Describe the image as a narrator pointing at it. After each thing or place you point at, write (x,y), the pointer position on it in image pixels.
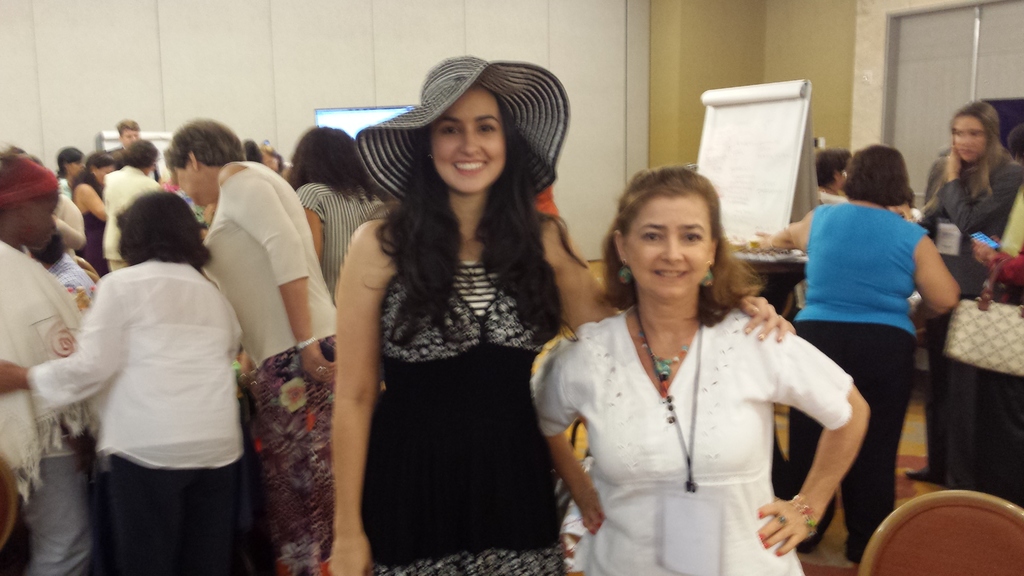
In this image there are two girls (546,404) standing with a smile on their face (644,270), behind them there are a few more people (903,248) standing, in between them there is a banner (763,173), chairs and screen (339,122). In the background (354,97) there is a wall (420,65).
